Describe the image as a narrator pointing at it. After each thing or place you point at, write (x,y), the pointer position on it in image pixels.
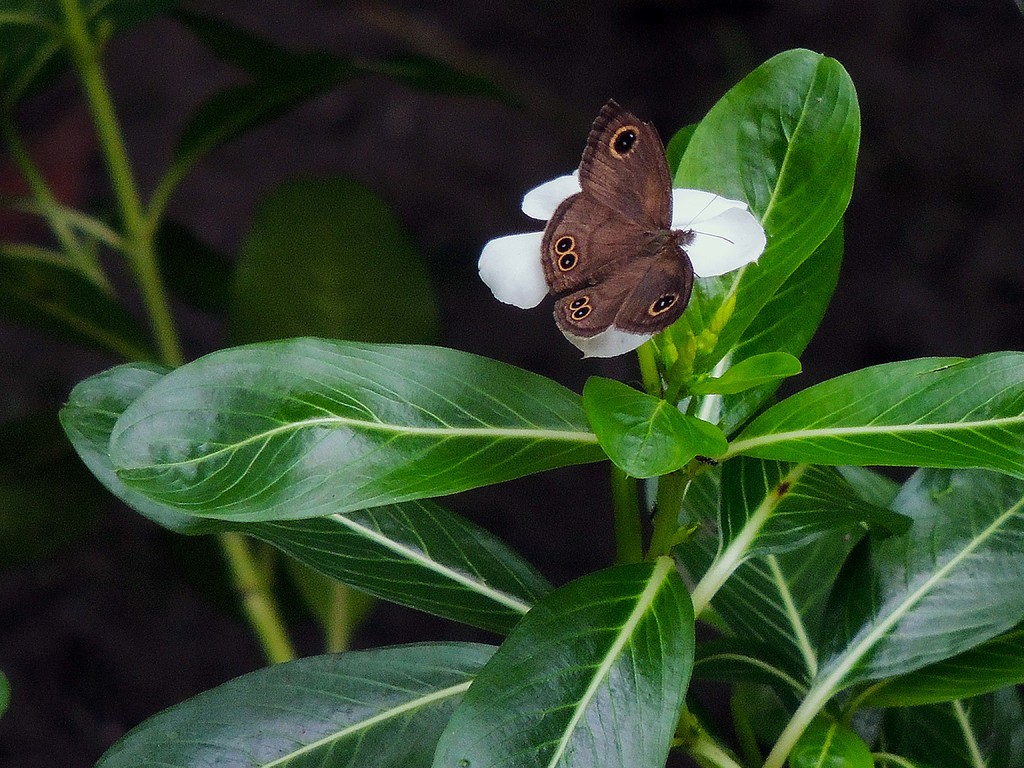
In this image we can see one butterfly (605,285) on the white flower (526,259), some plants (246,373) on the ground (226,87), one insect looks like an ant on the tree (544,741), the background (12,630) is dark, one plant (716,459) with one white flower (755,248) and buds (692,335).
